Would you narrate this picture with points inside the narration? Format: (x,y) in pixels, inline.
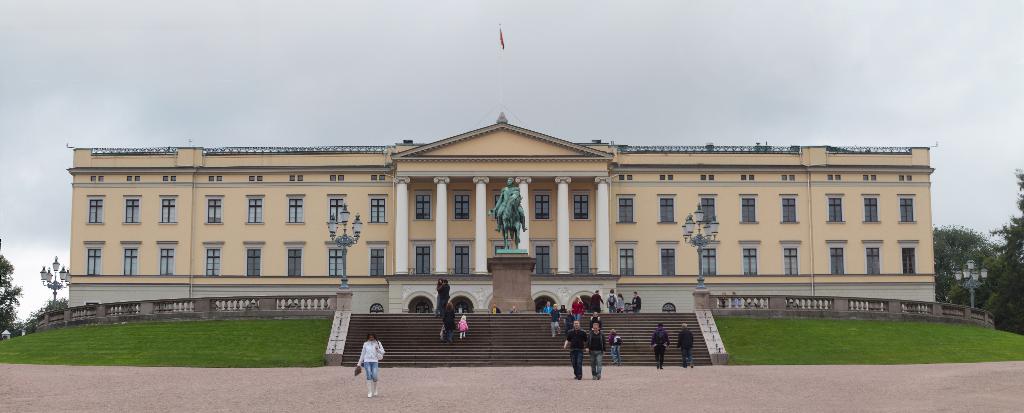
In this image in the center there are persons (371,376) walking and there is grass (151,352) on the ground (235,349) and there is a statue (509,233) on the pillar (509,260), there are poles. In the background (825,239) there is a building (782,183) and on the top of the building (905,181), there is a flag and there are trees (946,251) and the sky (671,63) is cloudy.
